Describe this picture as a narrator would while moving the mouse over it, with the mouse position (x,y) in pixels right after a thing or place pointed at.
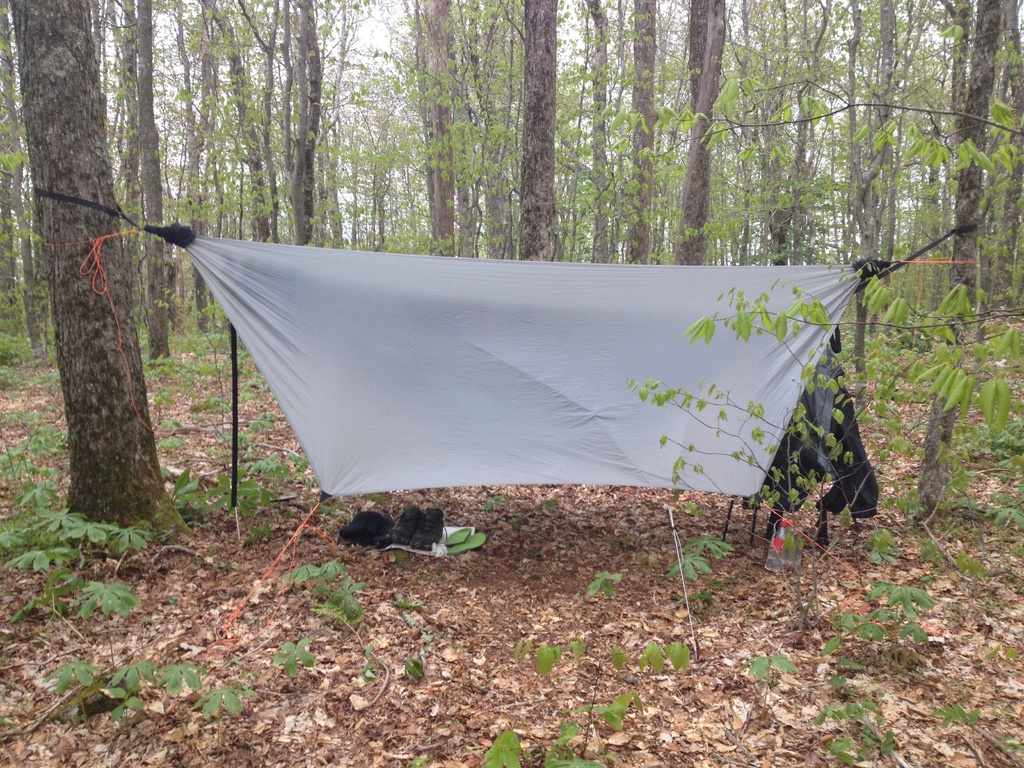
In this image I can see a white colour cloth (417,459), black shoes (414,528), a bottle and few black colour things (823,535). I can also see number of trees (602,207) in the background (582,153).
